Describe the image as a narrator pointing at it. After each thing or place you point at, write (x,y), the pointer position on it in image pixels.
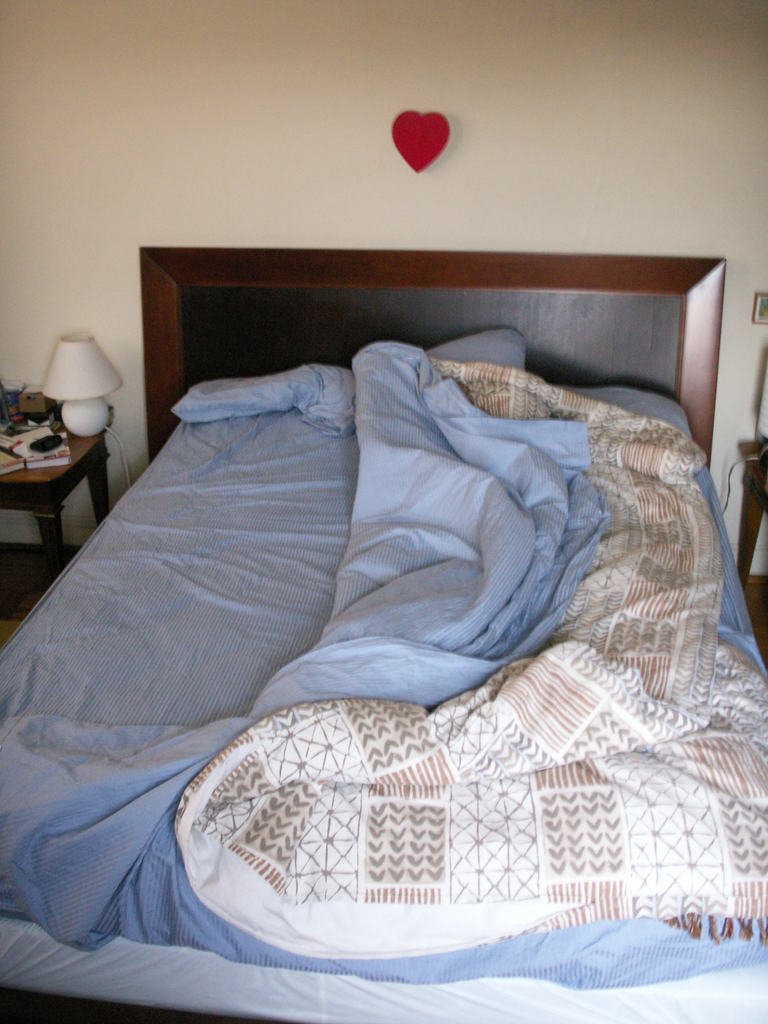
In this image, we can see a bed (214,556). On top of that there is a blanket (460,641) and pillow (464,344). On the left side (97,456) and right side of the image (759,485), we can see tables (767,476), some objects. Background (411,135) we can see heart (419,142) on the wall (359,147).
